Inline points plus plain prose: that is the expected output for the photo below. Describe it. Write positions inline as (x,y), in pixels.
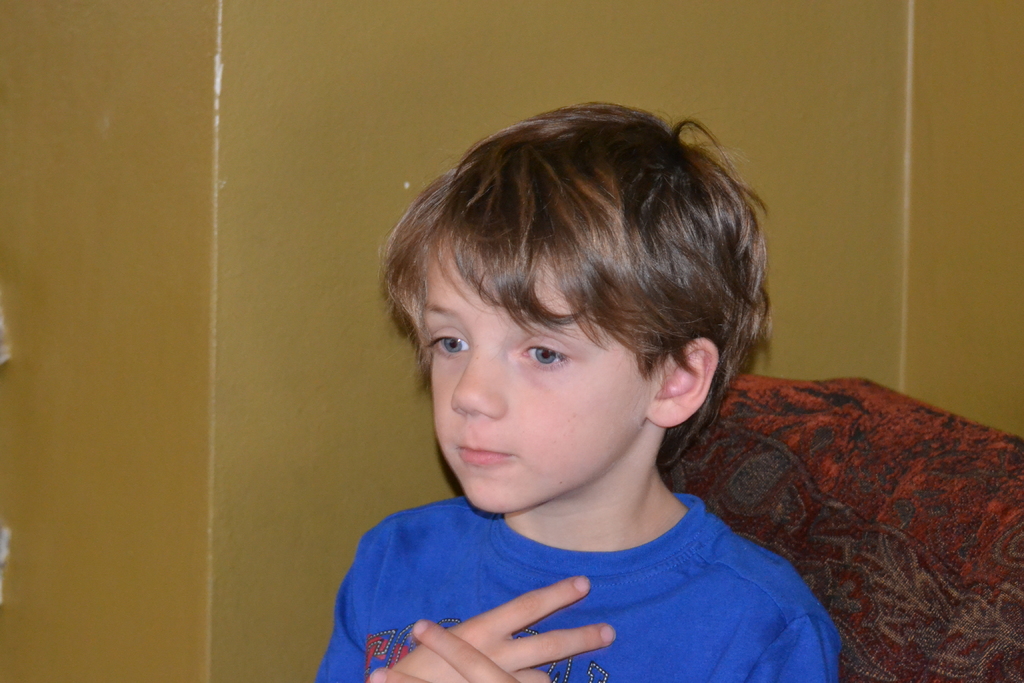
In the background (951,143) we can see the wall (308,612). In this picture we can see a boy (552,577) wearing a blue t-shirt (502,600). On the right side of the picture (875,523) it seems like a chair (908,565).
